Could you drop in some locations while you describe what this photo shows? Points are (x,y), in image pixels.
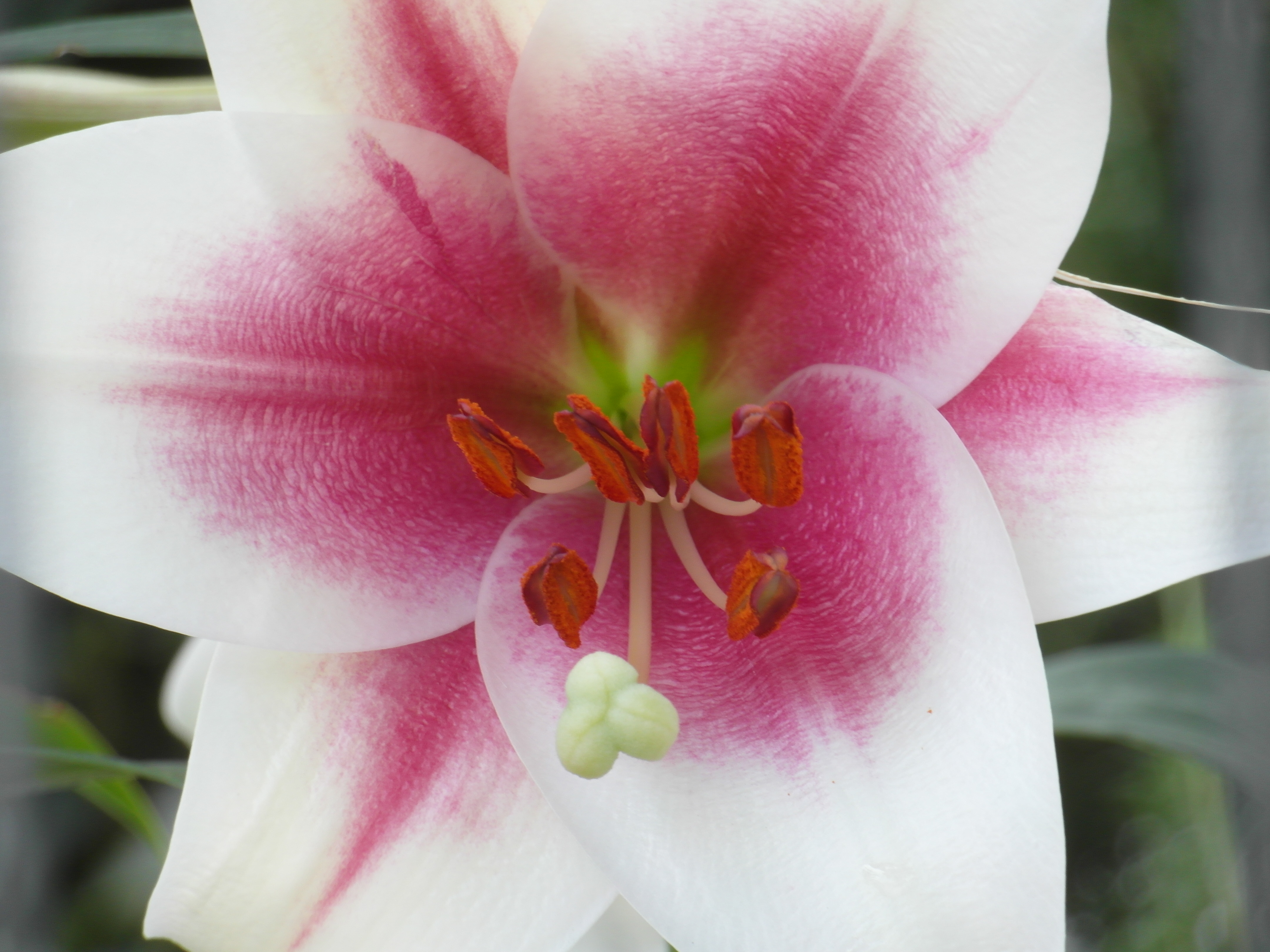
In this image we can see a flower (638,589) which is white and pink in color, there are some anthers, also we can see some plants (132,115), and the background (1214,877) is blurred.
